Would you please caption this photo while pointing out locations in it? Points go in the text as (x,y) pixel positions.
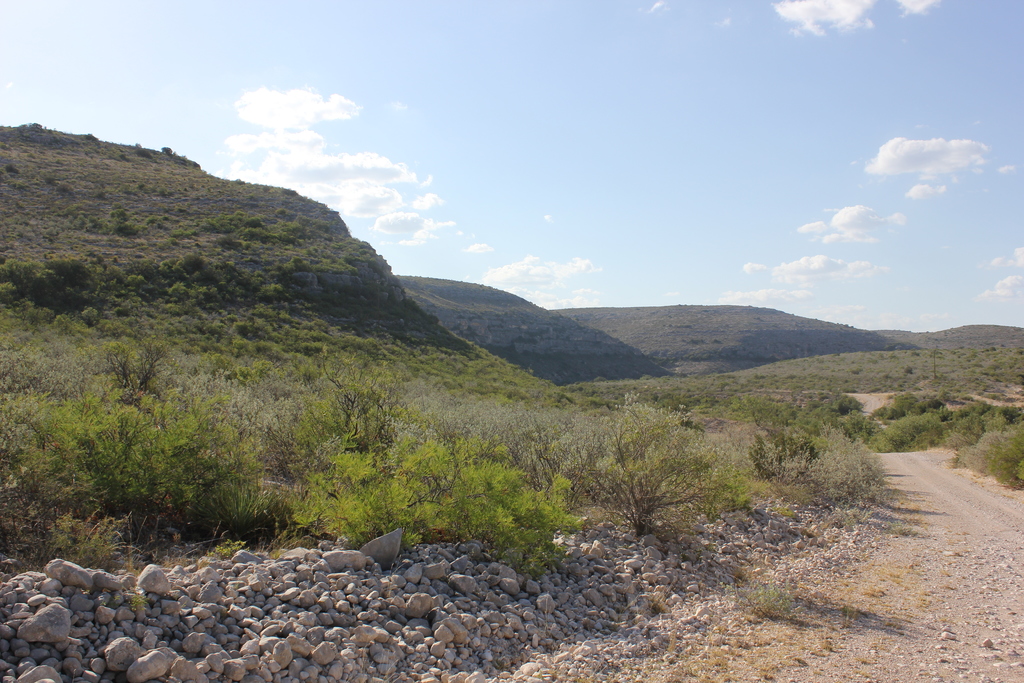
In this picture I can see there is a road (945,562) which is made of soil (894,576) and there are stones (438,585), rocks (432,600), plants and trees (639,518), in the backdrop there are mountains (483,352) and they are covered with trees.
